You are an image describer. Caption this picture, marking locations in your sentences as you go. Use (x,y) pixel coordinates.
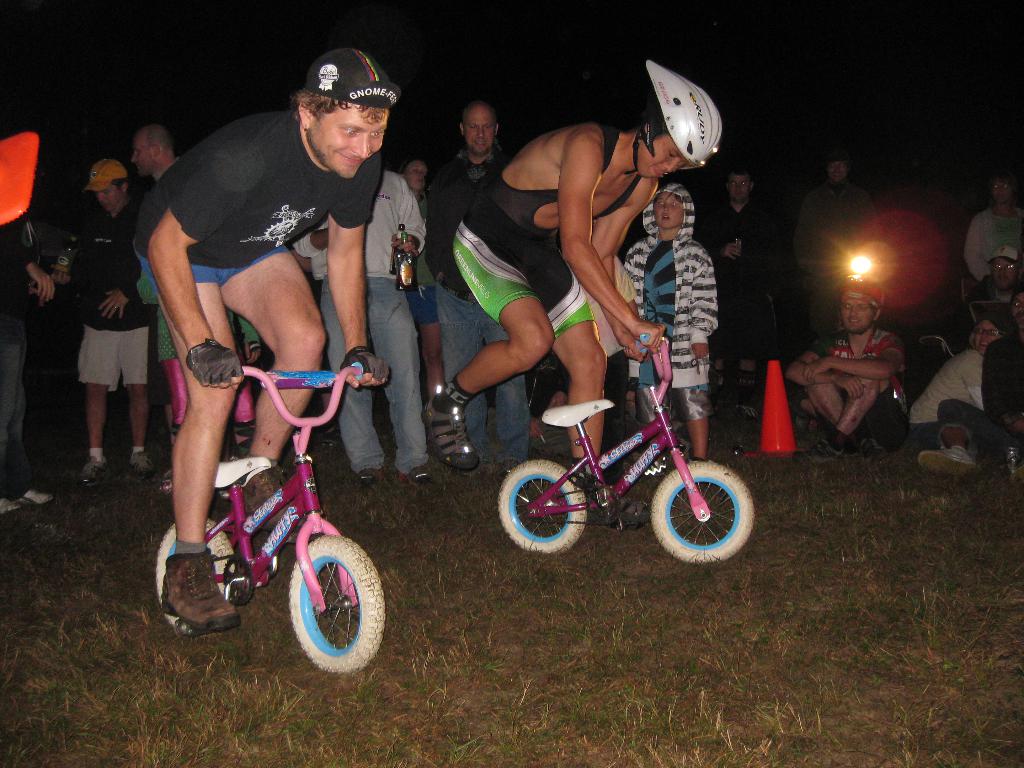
In the image we can see two persons (200,324) were riding the cycle (672,439). In the background (853,224) they were few persons (9,234) were standing and watching them.
